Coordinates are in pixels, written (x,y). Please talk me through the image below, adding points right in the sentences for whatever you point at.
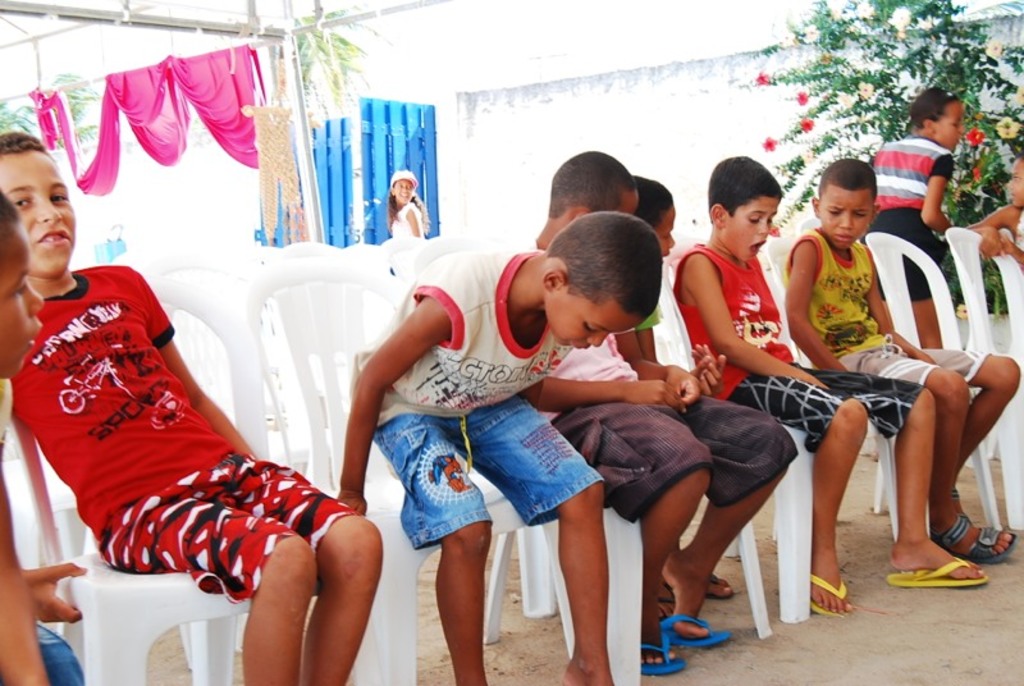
In this image I can see number of children (705,316) where two are standing and rest all are sitting on chairs (989,344). I can also see few empty chairs (306,273) and in the background (969,25) I can see few trees (897,84), few doors (332,178) and a pink colour cloth (188,119) on the rope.
